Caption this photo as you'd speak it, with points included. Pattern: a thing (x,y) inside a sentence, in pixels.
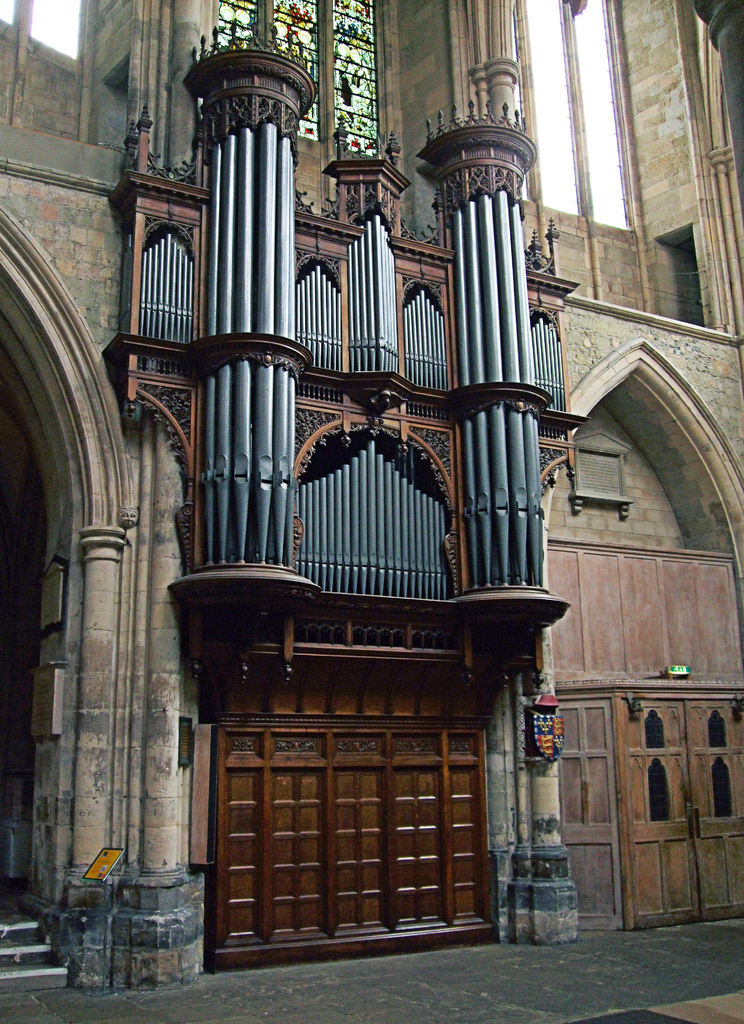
In the image there is a building (156,36) in the back (382,17) with furniture (213,288) in the middle (411,419) and above there are huge glass windows (555,114).
